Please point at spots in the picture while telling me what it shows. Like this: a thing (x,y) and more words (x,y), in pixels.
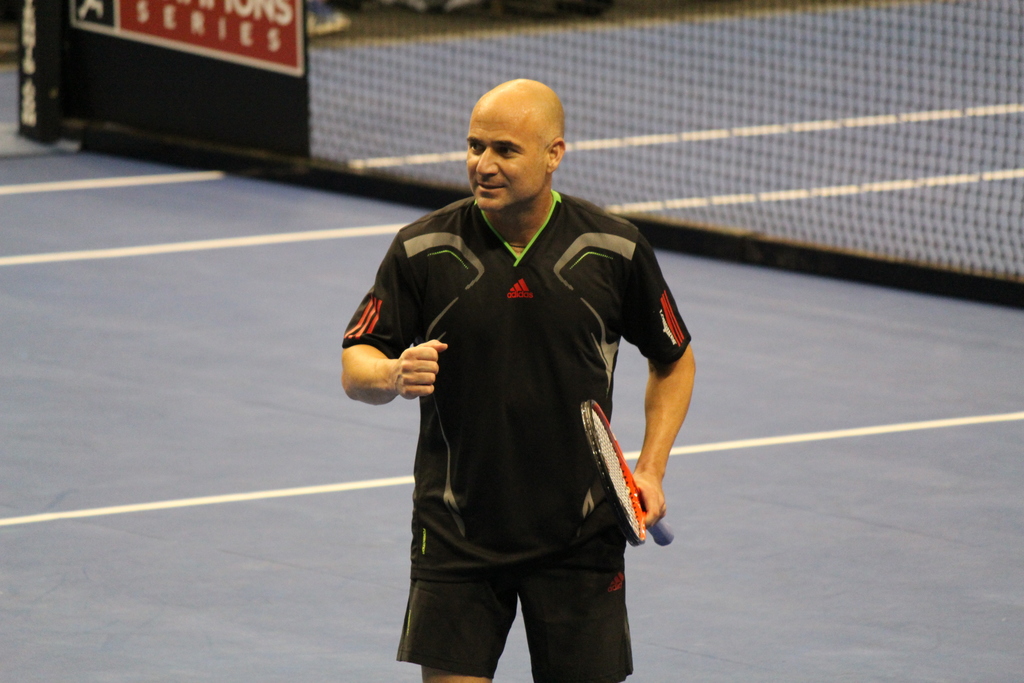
In this image I can see a man (629,636) is standing and holding a racket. I can also see he is wearing a sports wear (514,475).
